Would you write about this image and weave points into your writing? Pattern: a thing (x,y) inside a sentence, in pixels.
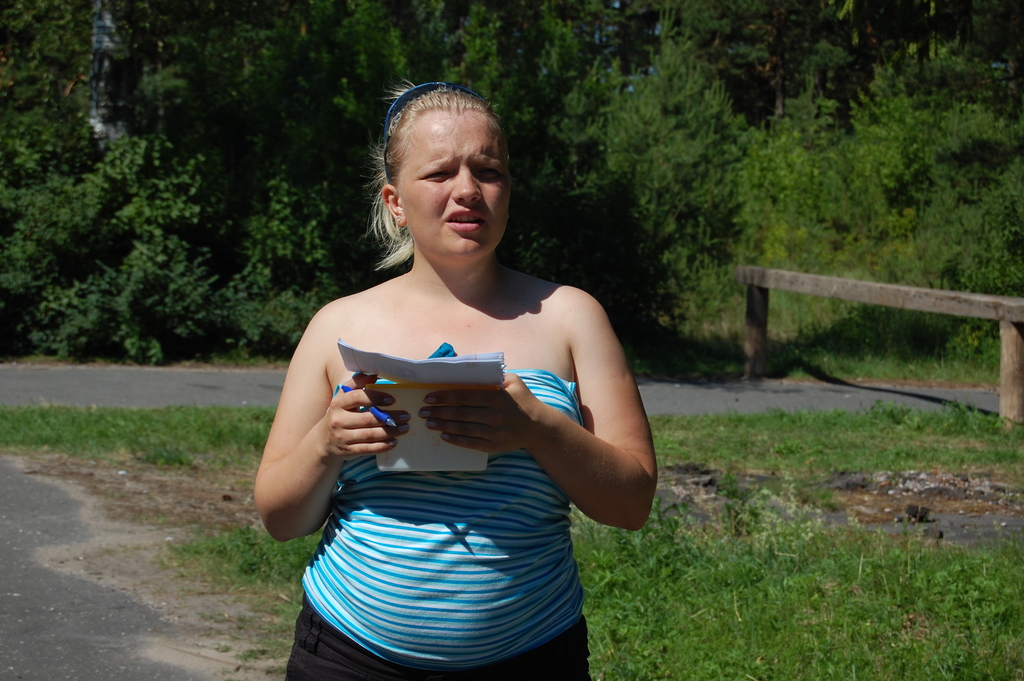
In this picture we can see a woman (435,543) standing and holding papers (474,454) and a pen (394,428), at the bottom (761,579) there is grass (810,589), we can see some trees (574,80) in the background (524,72).
